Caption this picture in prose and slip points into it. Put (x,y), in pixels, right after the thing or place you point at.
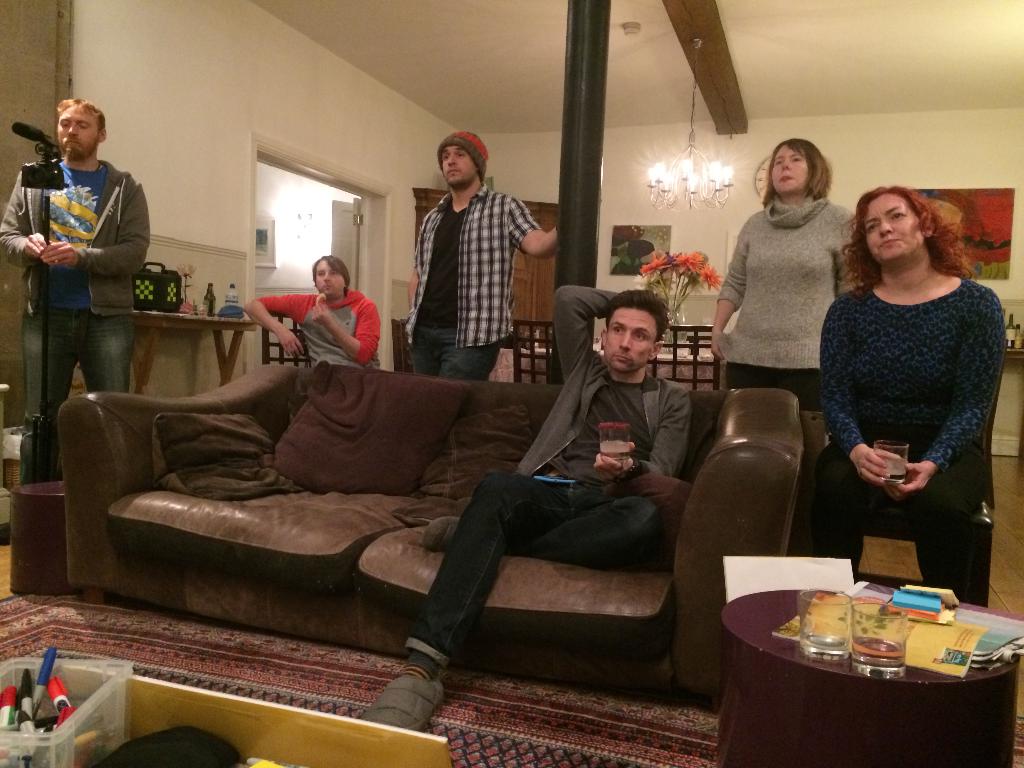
In this picture we can see a group of people (600,420) where some are sitting on sofa (276,394) with pillows (316,417) on it and some are standing and in background (193,98) we can see wall (395,158) with frames (659,249), chandelier (674,200), pillar (575,65) and in front of them there is table (769,620) and on table (783,609) we have glasses (870,618), books (785,630), boxes (209,718) here person (37,226) is holding camera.
